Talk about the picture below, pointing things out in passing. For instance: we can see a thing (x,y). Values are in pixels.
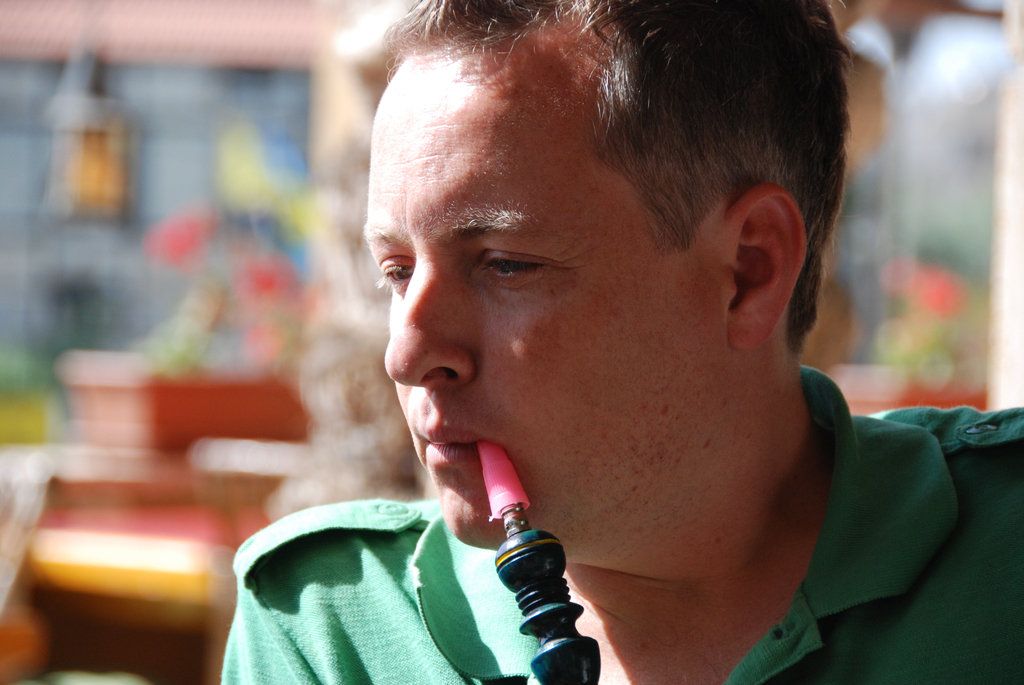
In this image we can see man (579,569) and there is object (520,560) near the mouth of the man (514,624). The background of the image (987,137) is blurred.
